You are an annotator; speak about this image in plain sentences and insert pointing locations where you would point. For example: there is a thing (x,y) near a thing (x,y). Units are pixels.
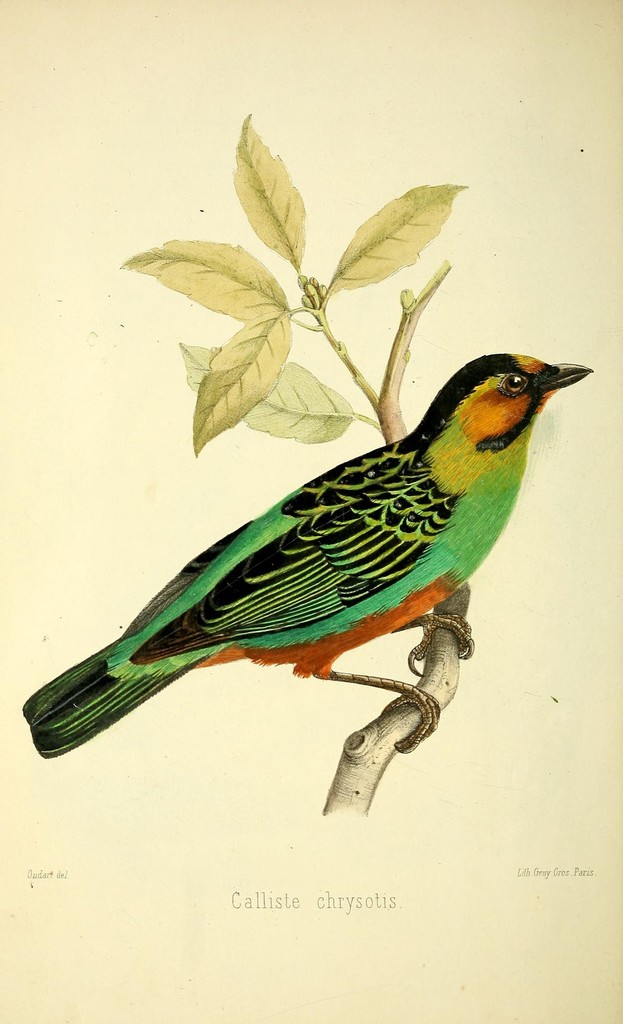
In this image I can see a painting (314,552) of a bird (377,522) which is on a stem (431,692). There are few leaves (350,269) to this stem (390,407). The background (263,876) is in white color. At the bottom (306,900) there is some text (277,900).
